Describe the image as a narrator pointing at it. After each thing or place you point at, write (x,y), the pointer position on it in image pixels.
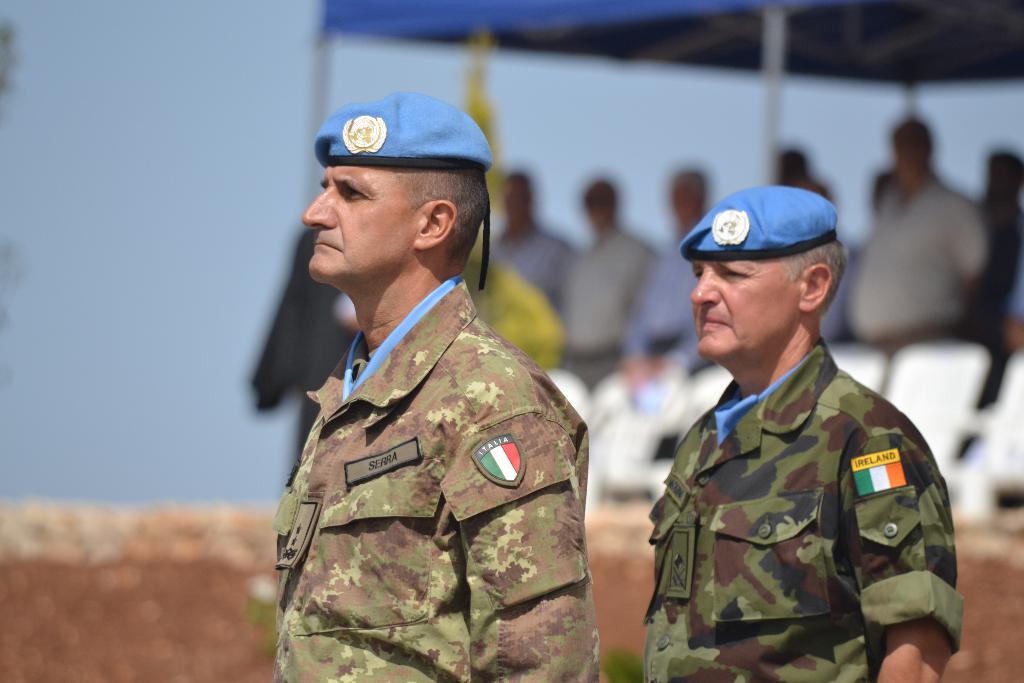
This picture is clicked outside. In the foreground (774,306) we can see the two persons (440,476) wearing uniforms (550,537) and standing. In the background (1010,403) we can see the white color chairs (973,377) and group of persons (631,236) standing under the tent (862,16) and we can see the sky (102,253).
